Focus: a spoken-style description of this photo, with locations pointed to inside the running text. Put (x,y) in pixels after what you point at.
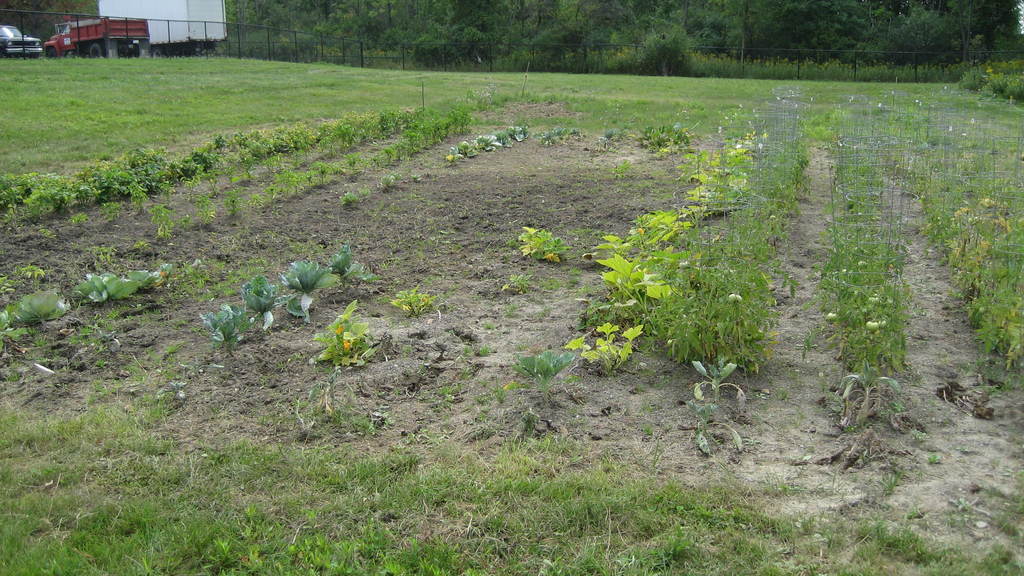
In the image there are few crops (347,261), around the crops (38,191) there is a lot of grass (249,94) and there is a fencing (887,71) behind the grass (16,63) and on the left side (101,28) there are few vehicles (168,35) and in the background (629,40) there are a lot trees (884,26).
